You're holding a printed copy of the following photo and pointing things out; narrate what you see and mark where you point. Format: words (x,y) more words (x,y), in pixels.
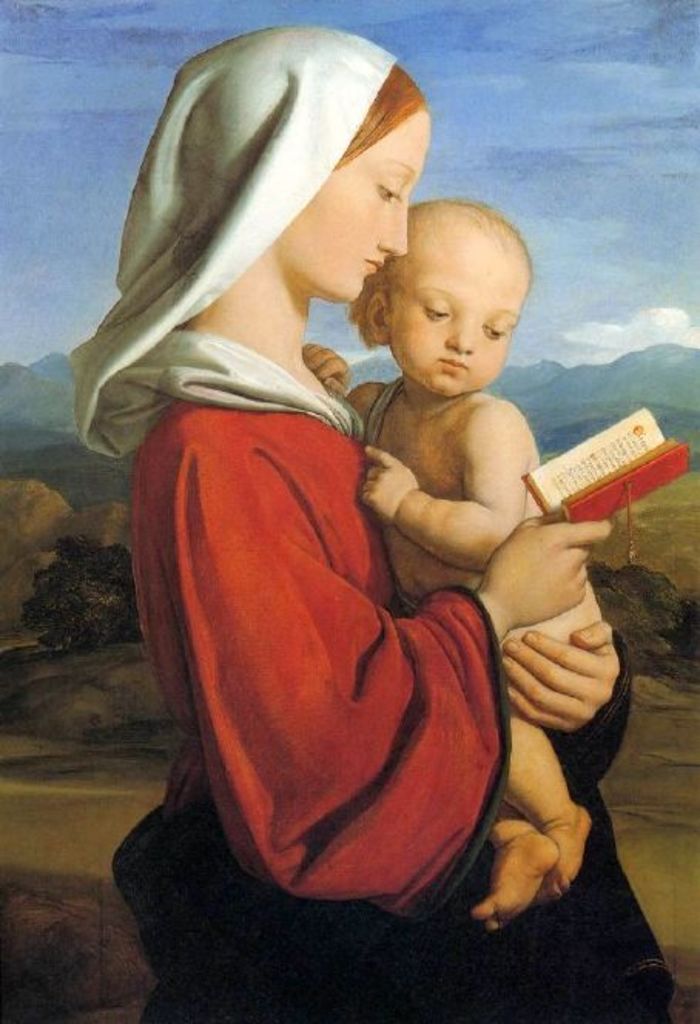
This is a painting of a woman (247,648) wearing clothes (231,638) and holding a child (395,548) in one hand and on the other hand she is holding a book (554,501). Here we can see mountains (558,399) and a sky (578,323).
